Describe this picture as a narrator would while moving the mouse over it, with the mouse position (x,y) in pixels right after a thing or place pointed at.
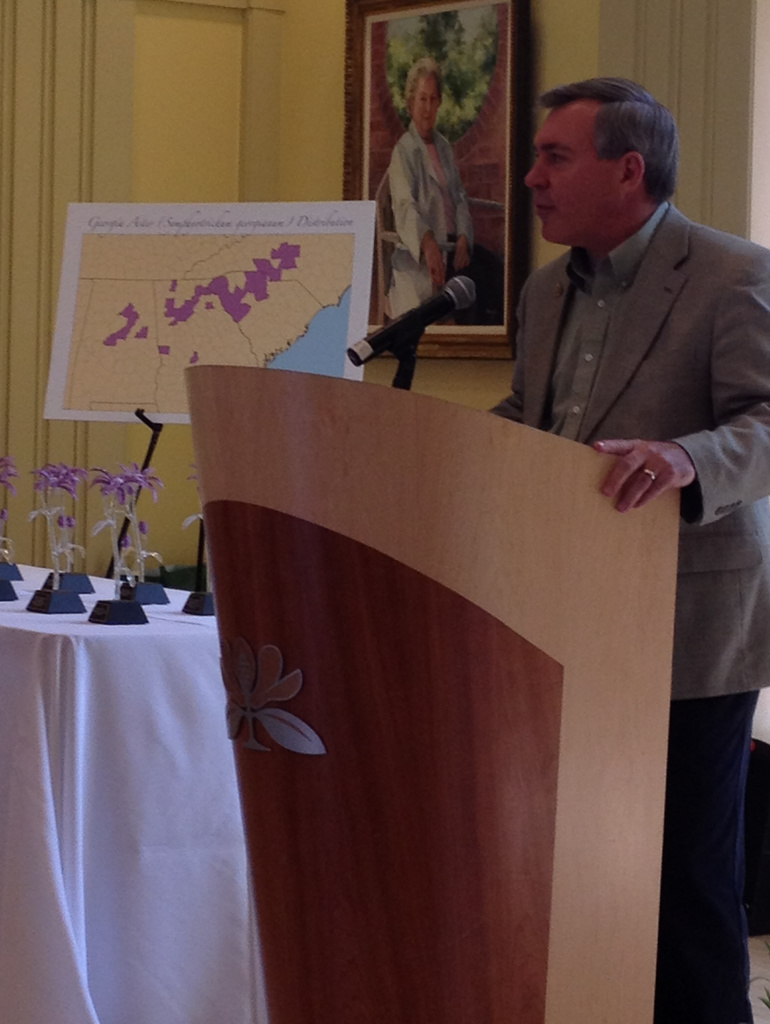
In this picture we can see a man (619,385) is standing behind the podium (570,451) and on the podium (410,457) there is a microphone (457,297) with stand (400,376). On the left side of the man (588,441) there is a table (107,643) which is covered with a white cloth (91,689) and on the table (84,630) they are looking like trophies (60,522). Behind the trophies (128,535) there is a board (148,287) and a wall (44,548) with a photo frame (448,247).
